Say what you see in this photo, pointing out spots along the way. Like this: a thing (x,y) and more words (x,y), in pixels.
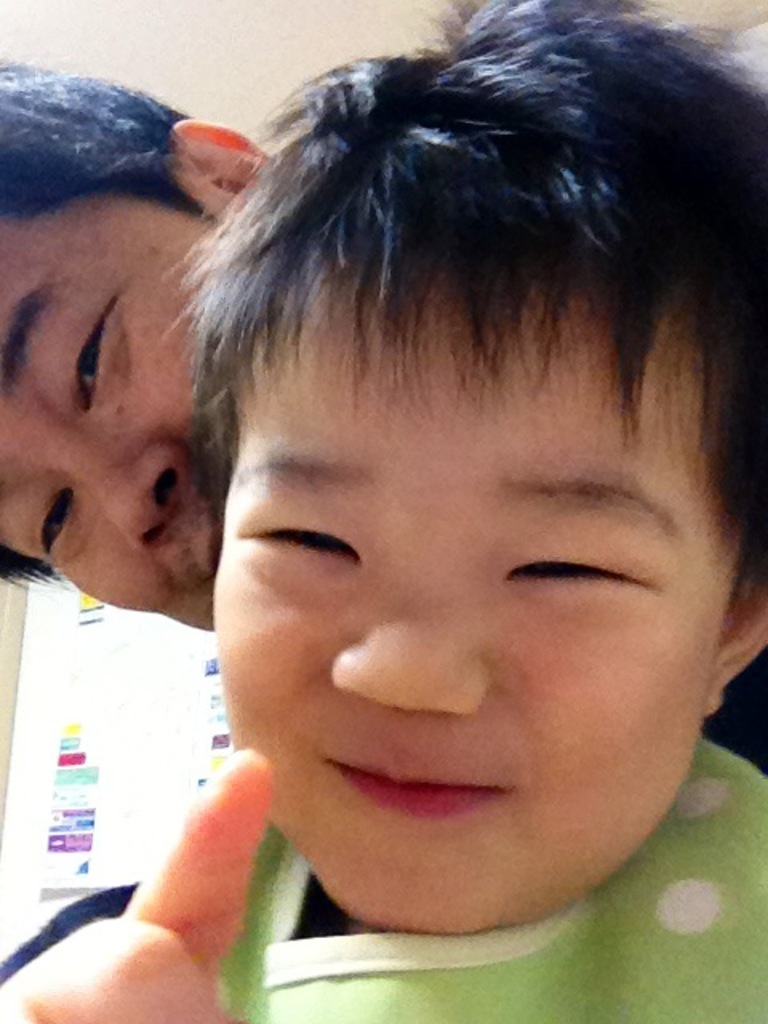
In front of the picture, we see a boy (508,638) in green T-shirt (321,944) is smiling. Behind him, we see a man (172,254) and he is smiling. In the background (81,791), we see a white wall (145,818) on which posters (69,763) are pasted. At the top (78,21), we see the roof (78,21) of the building (166,28).
